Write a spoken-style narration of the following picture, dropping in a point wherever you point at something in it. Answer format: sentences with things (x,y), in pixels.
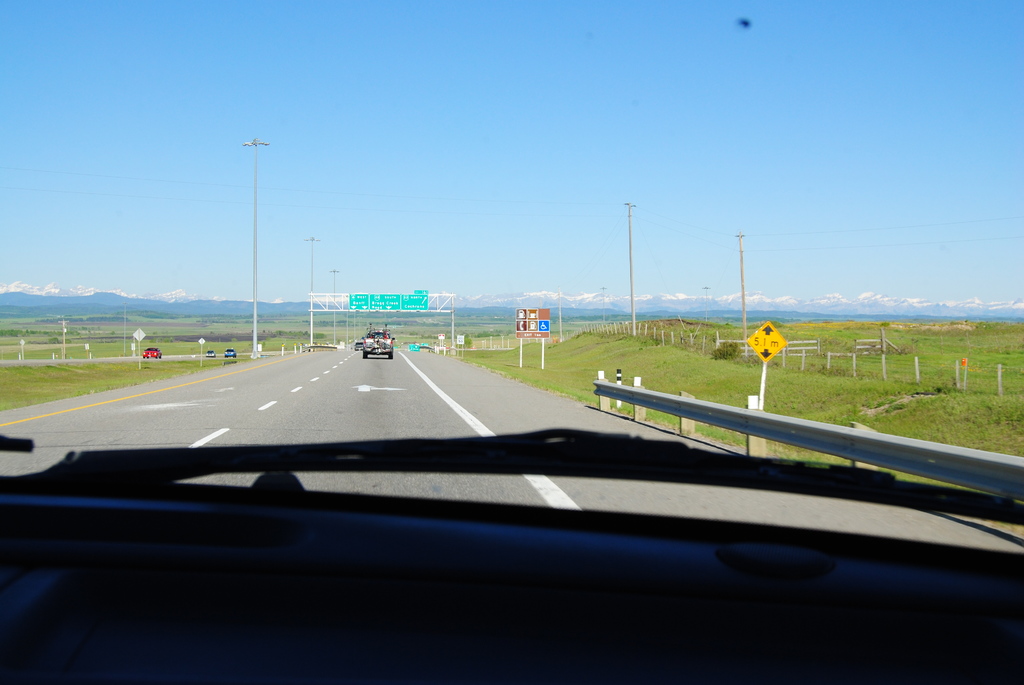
This image is taken from inside the car (358,538). In this image we can see that there is a road (357,382) in the middle (361,382). On the road (333,365) there are vehicles (384,346). At the top (421,90) there is the sky (368,168). There is grass (631,335) on either side of the road (398,370). There are electric poles (255,195) in between the grass (350,330).
